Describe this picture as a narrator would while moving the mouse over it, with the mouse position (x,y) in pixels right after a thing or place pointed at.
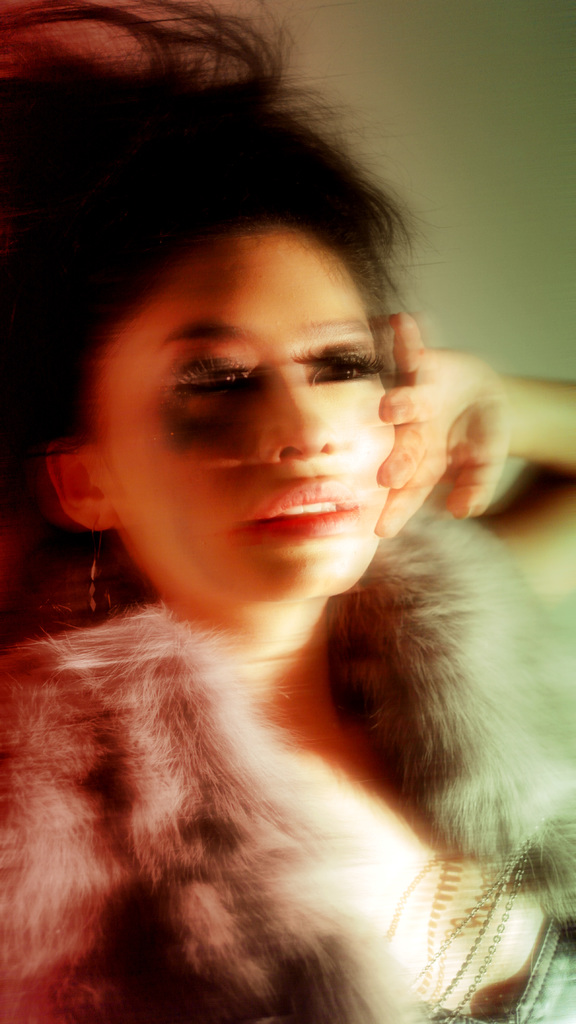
In this image there is a woman (480,681) wearing earrings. In background (536,320) there is wall (511,214).
